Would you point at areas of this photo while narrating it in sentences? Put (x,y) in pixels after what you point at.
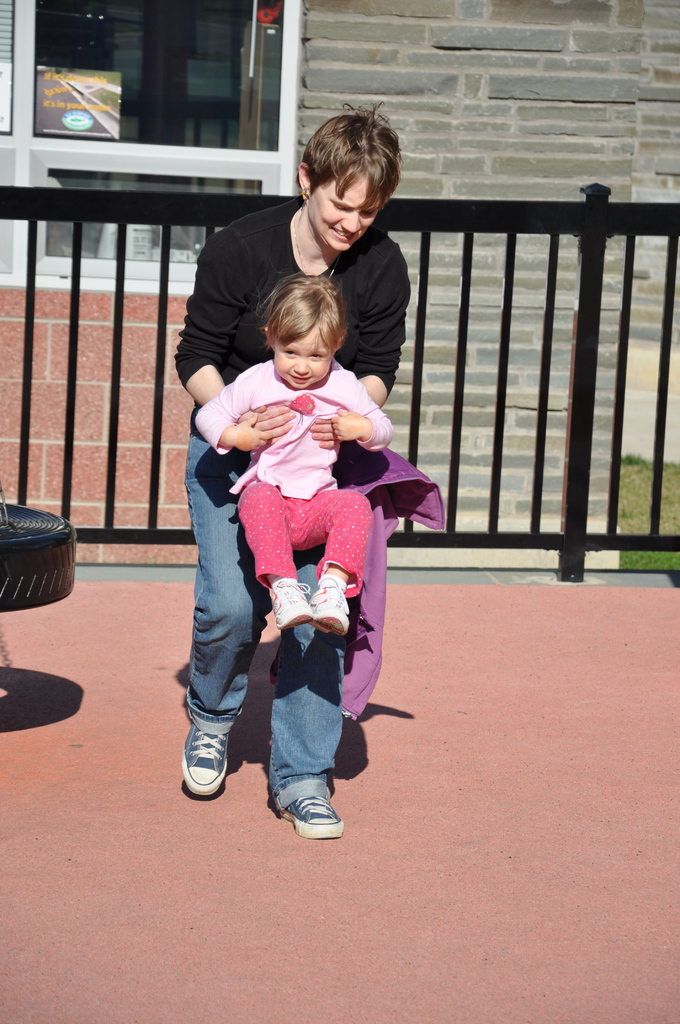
In the image there is a lady (281,422) holding a baby (316,479) in her hands (278,435). Behind her there is fencing (616,497). Behind the fencing (68,200) there is a wall (559,50) with a glass window (72,176).
